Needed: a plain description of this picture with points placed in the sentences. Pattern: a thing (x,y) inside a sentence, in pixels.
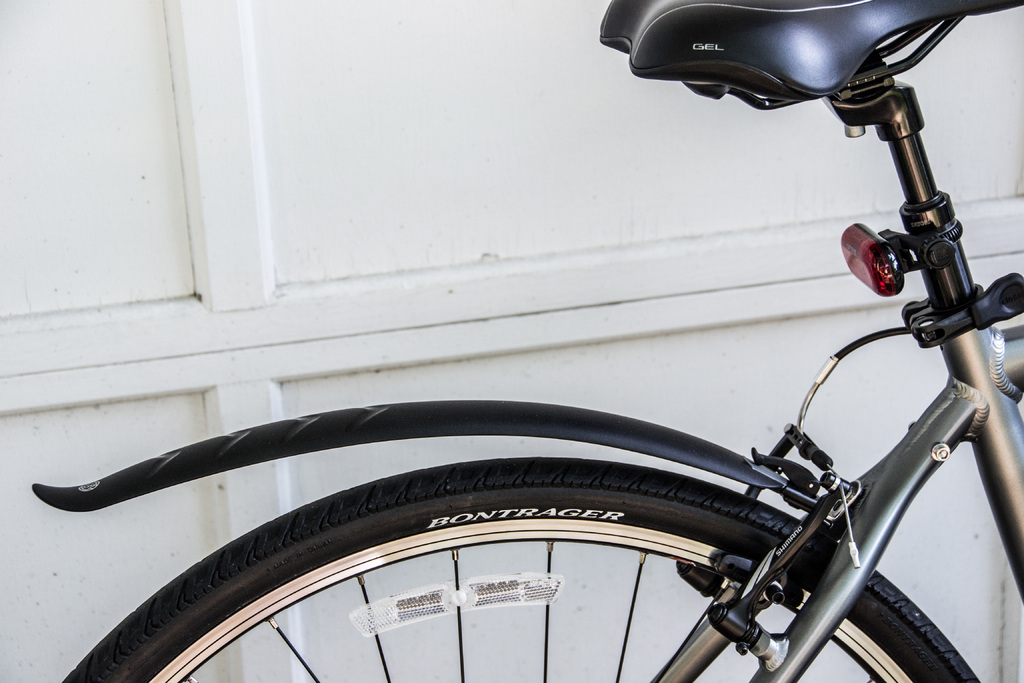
In this image we can see a bicycle (743,505). In the background (469,202) there is a wall (468,172).
